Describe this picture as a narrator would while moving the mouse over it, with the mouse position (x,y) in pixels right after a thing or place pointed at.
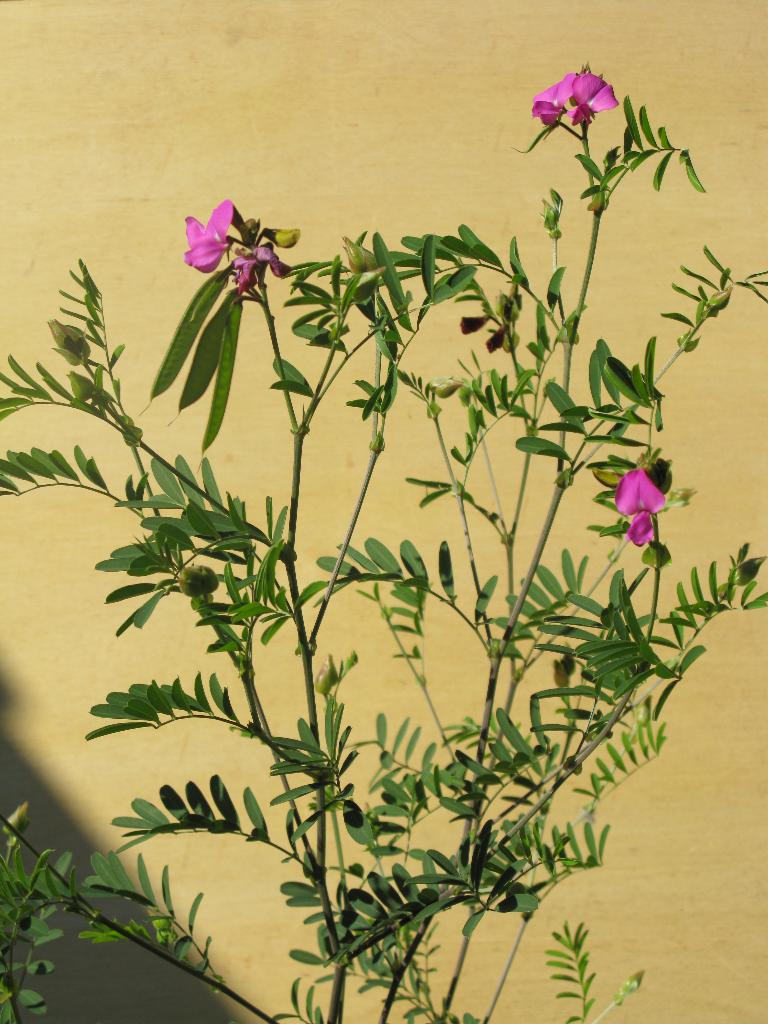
In this image I see a plant (217,340) on which there are flowers (187,228) which are of pink in color. In the background (723,501) I see the wall (563,138) which is of cream in color.
